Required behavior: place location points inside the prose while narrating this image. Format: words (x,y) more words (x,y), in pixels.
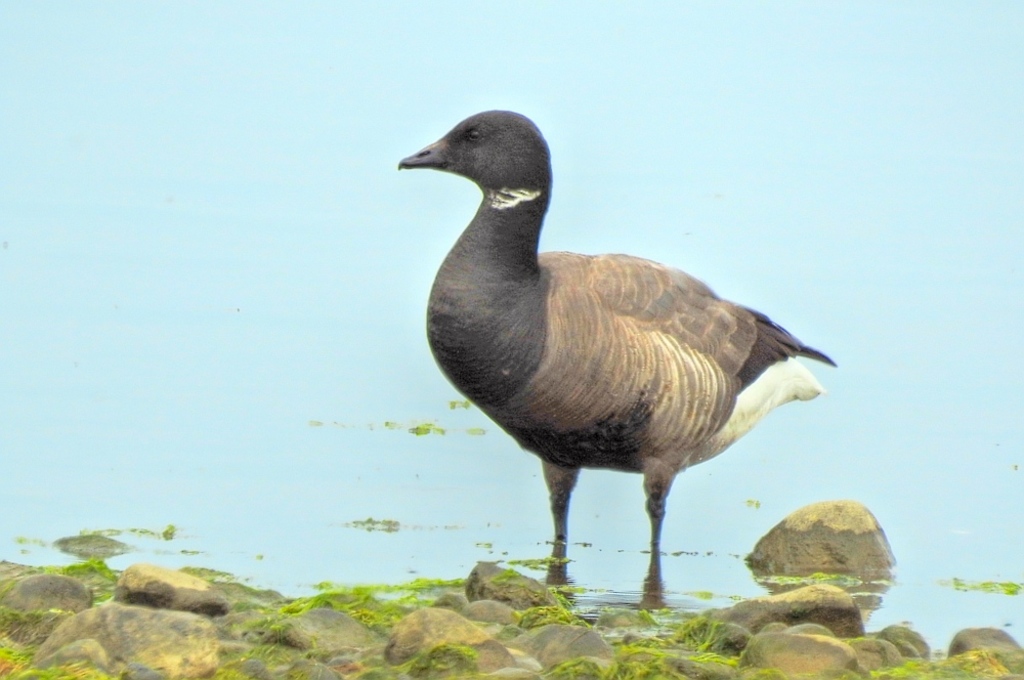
In this picture we can see water (755,142) and a bird (557,310) standing in the middle (534,300). In the foreground (171,627) we can see stones (249,629) with grass (469,651).
